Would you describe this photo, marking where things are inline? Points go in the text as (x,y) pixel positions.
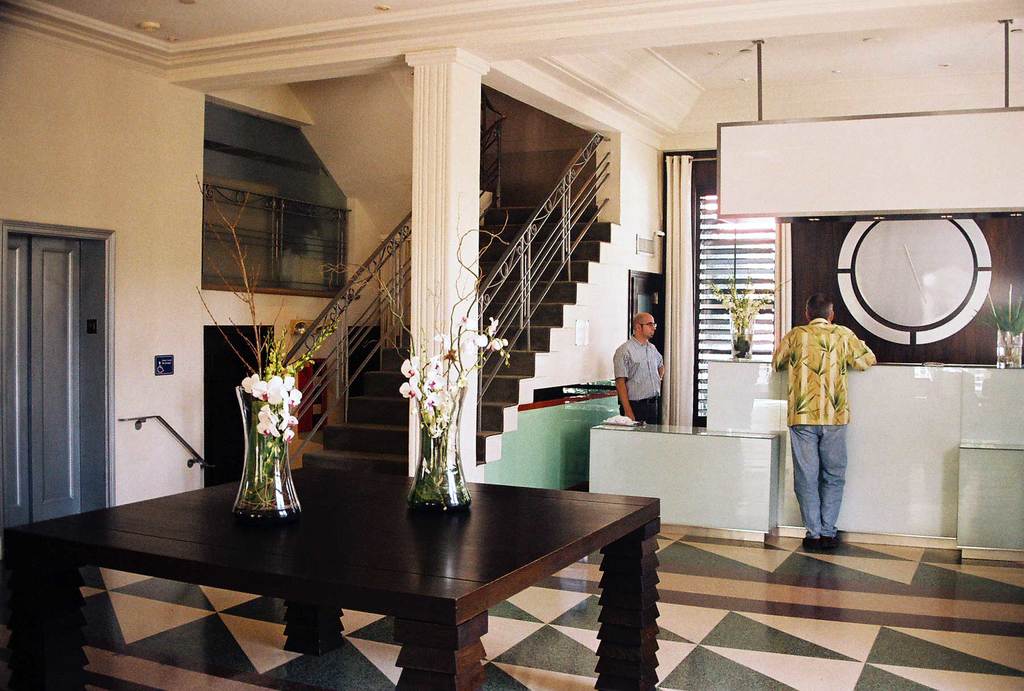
This is a lobby (538,334). In this lobby (674,573) there are two persons (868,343) standing at the right side of the image (846,342). At the left side of the image (246,420) there is a flower vases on the table (108,523), a door (43,437) and there is a staircase (366,372).
